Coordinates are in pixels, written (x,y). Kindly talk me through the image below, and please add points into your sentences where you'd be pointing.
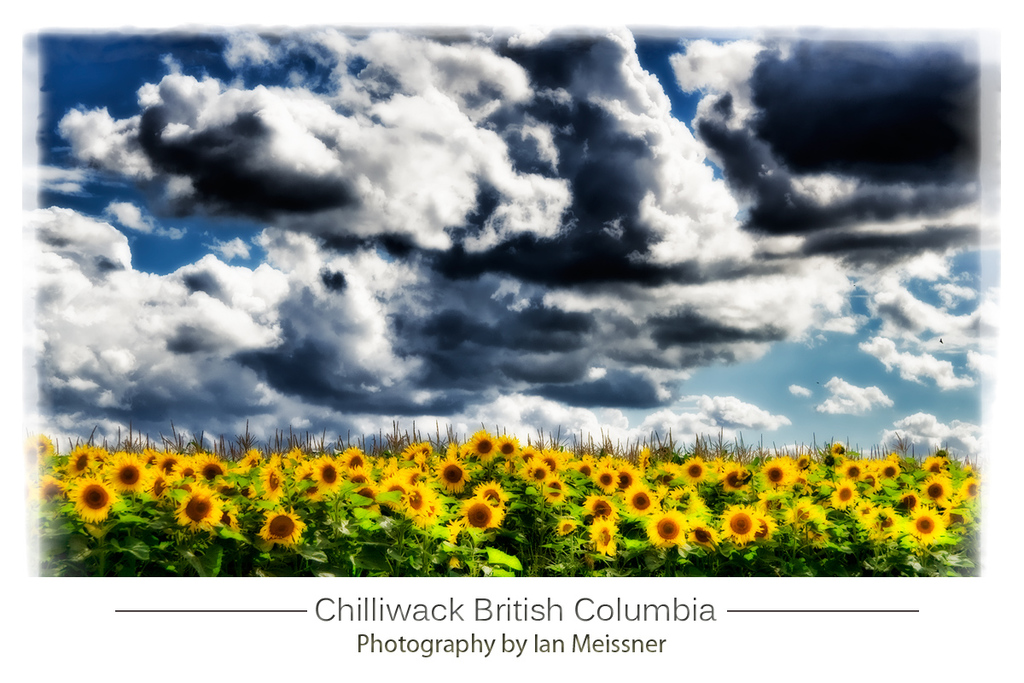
In the foreground of this poster, on the bottom (472,575), there is text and sun flowers (803,504) to the plants (447,547). On the top (89,84), there is the sky (103,79) and the clouds (380,141).
